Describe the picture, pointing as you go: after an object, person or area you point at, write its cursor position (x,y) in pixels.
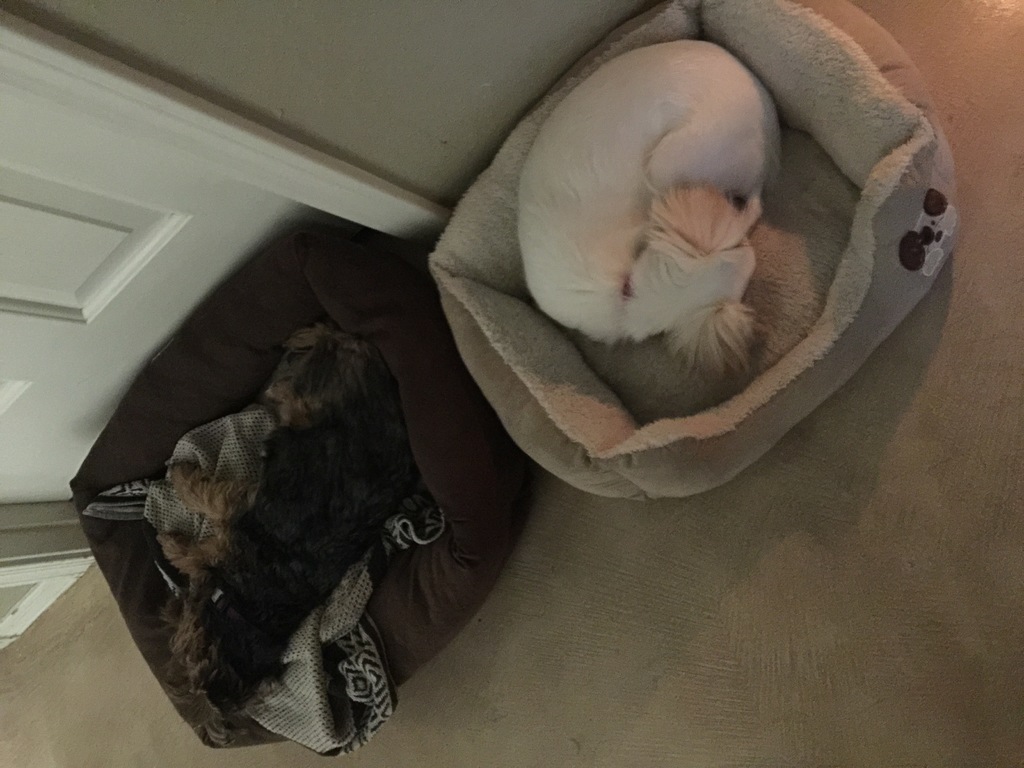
In this image we can see the dogs (614,163) lying on the dog beds (496,400) which are on the floor (749,675). In the background (403,117) we can see the wall (237,72) and also the door (195,185).
